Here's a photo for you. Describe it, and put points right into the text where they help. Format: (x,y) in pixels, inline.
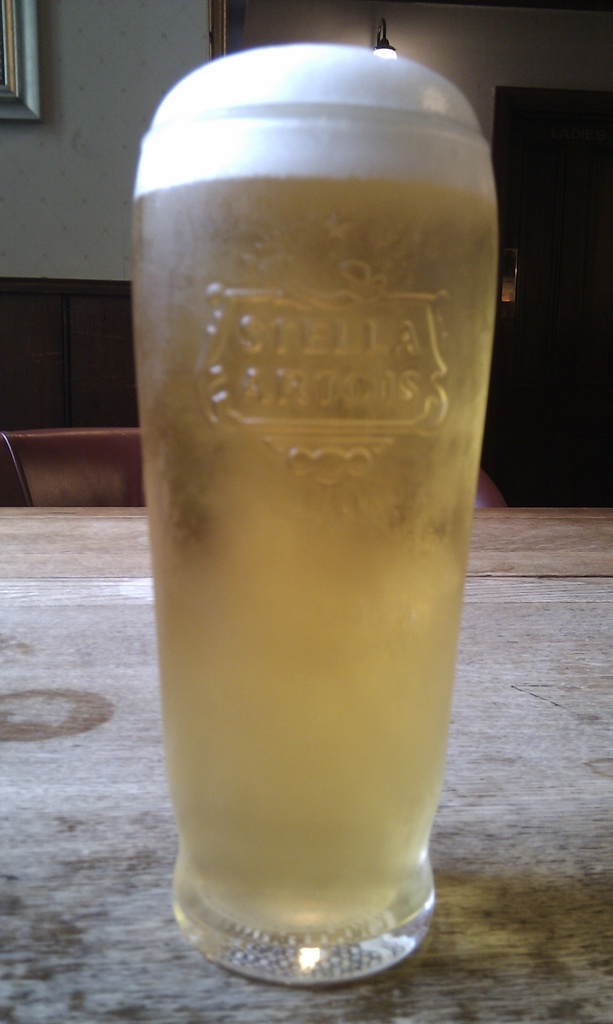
In this picture there is a wooden table (151,714), on the table (416,959) there is beer (248,477) filled in glass (276,466). In the background (71,433) there are chairs (53,434), closet (598,249), frame (12,68), wall (50,34) and a lamp (378,52).
